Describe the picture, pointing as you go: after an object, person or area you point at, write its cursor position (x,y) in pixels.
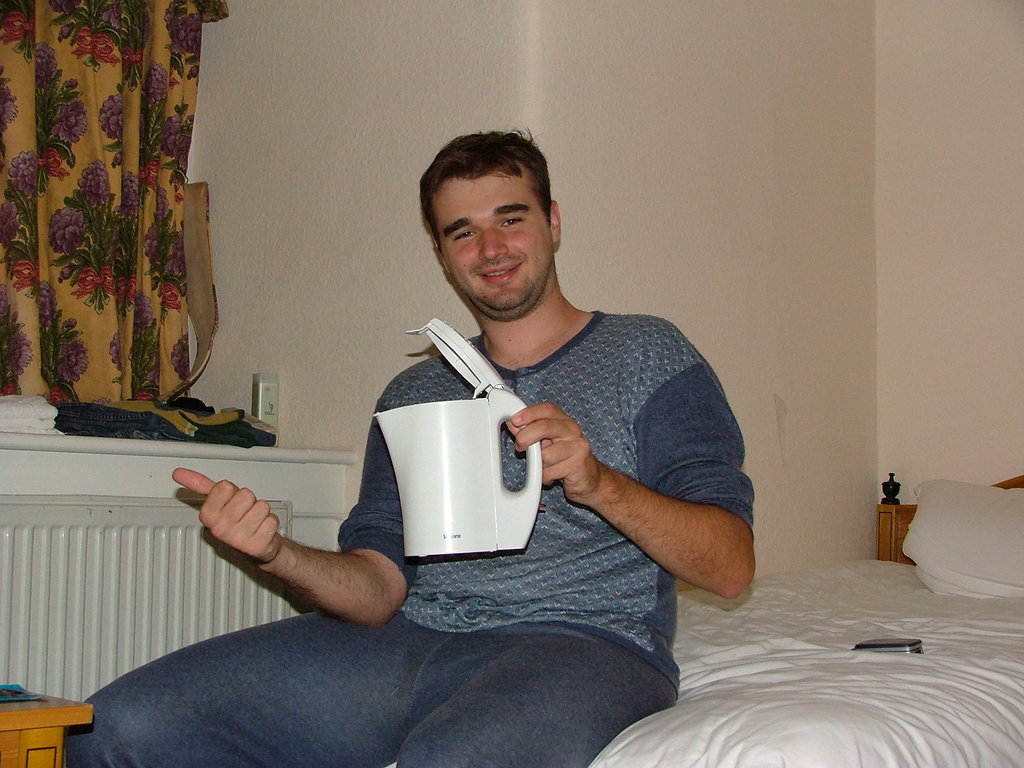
A person (581,751) is sitting on bed (709,708) holding a flask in his hand (585,435). At the left (316,465) there is a table (3,462) on which there is some clothes (192,428). On it left side (19,7) there is a curtain (164,22).
